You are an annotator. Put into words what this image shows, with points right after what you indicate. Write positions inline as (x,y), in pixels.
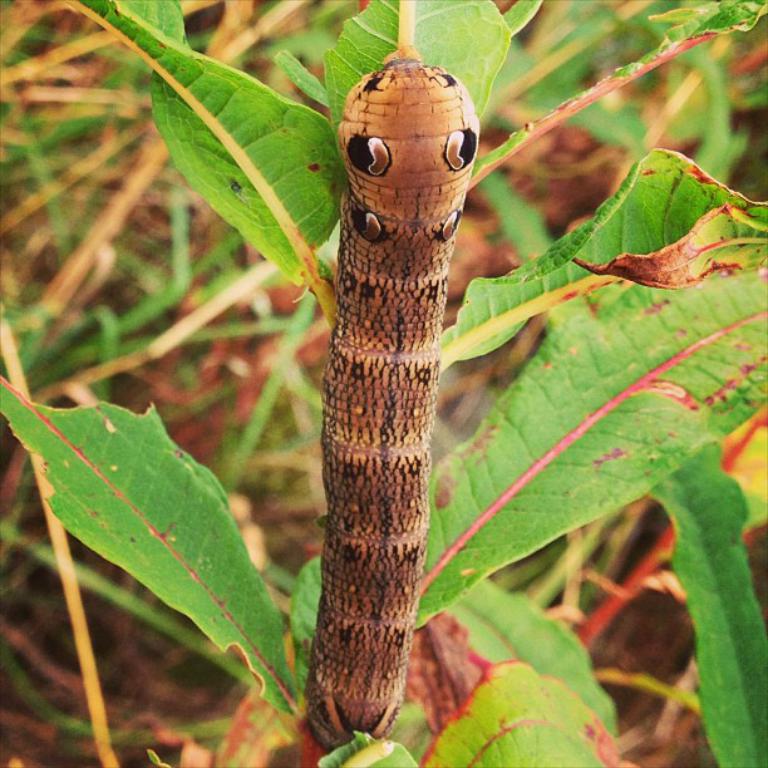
This image is taken outdoors. In the background (162,670) there is a ground (182,418) with grass (174,221) on it. In the middle of the image (438,497) there is a plant (320,270) with green leaves (572,489) and there is a caterpillar (402,314) on the plant (420,659).
